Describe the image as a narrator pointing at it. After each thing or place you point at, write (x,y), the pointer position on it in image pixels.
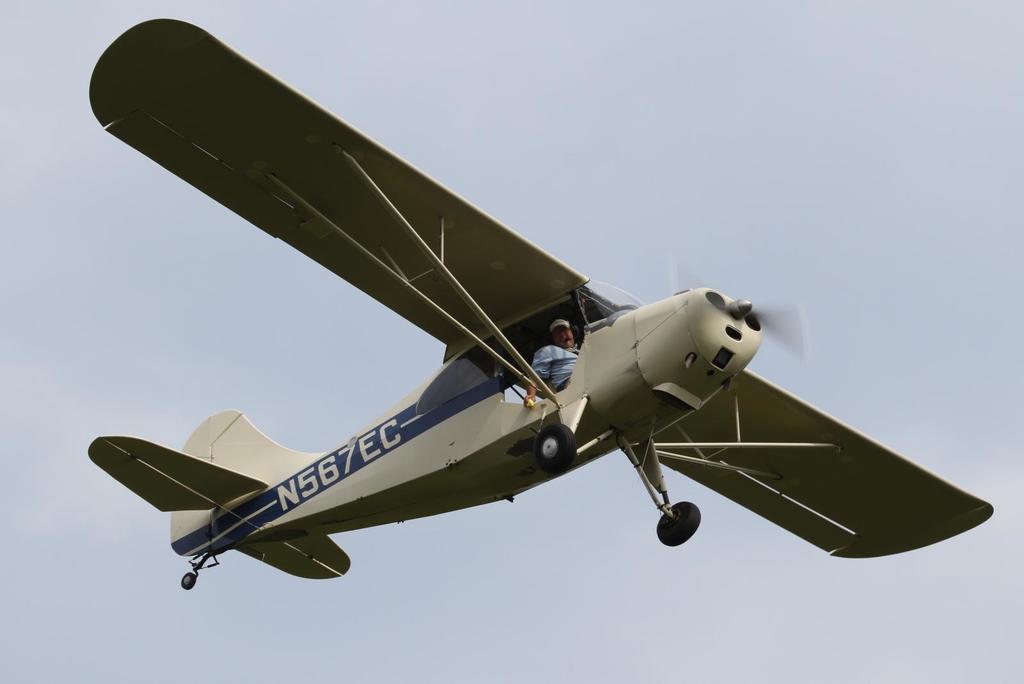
In the center of the picture (432,445) there is an aircraft (479,245) flying, in the air (516,524). In the aircraft (531,484) there is a person (542,364). In the background (217,323) it is sky (68,290).
